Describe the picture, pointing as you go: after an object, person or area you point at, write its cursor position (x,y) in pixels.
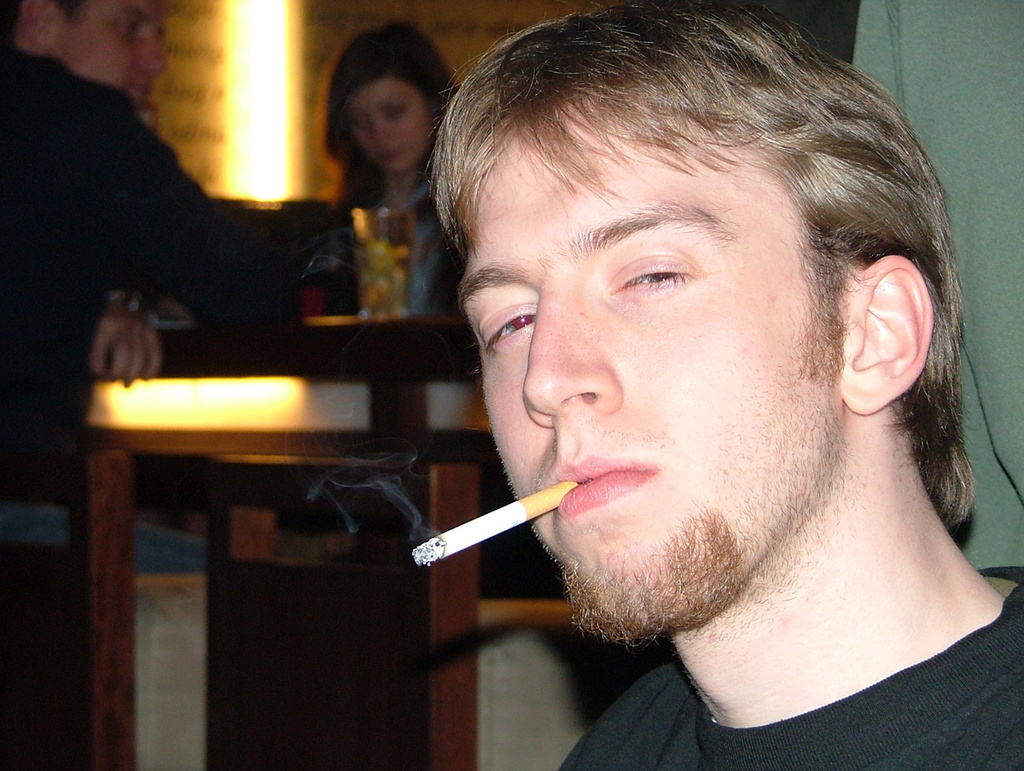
In the image there is a person (711,216) on right side (743,664) in black t-shirt (613,710) smoking cigarette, in the back (19,95) there are few people (357,179) sitting around table (386,393) with glass (378,308) on it.
